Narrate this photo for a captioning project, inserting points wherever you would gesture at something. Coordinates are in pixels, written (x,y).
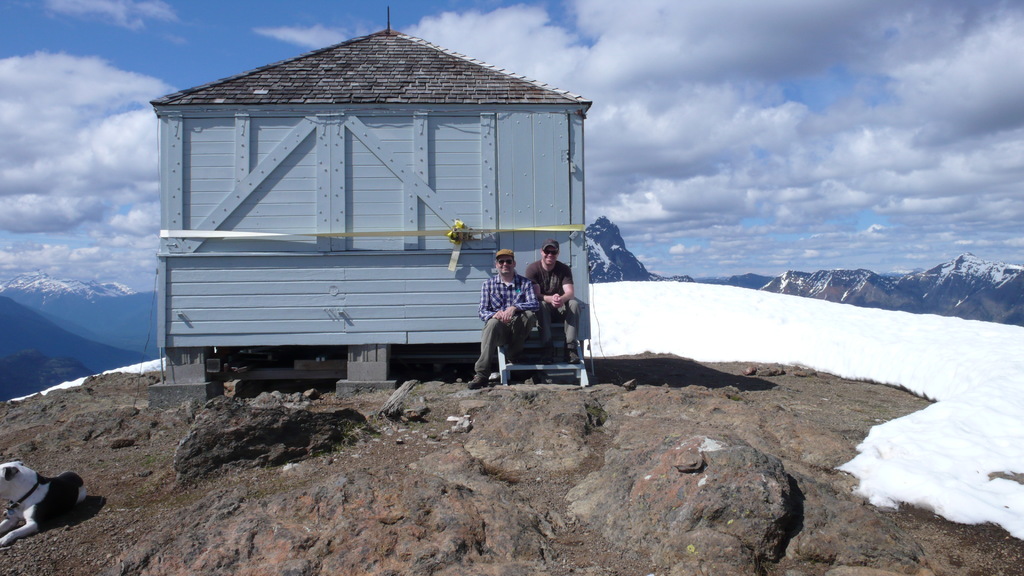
In this picture there are two persons (562,303) sitting and there is a wooden house (441,172) behind them and there are mountains (833,287) which are covered with snow (782,282) in the background (817,281) and the sky (669,106) is a bit cloudy.
